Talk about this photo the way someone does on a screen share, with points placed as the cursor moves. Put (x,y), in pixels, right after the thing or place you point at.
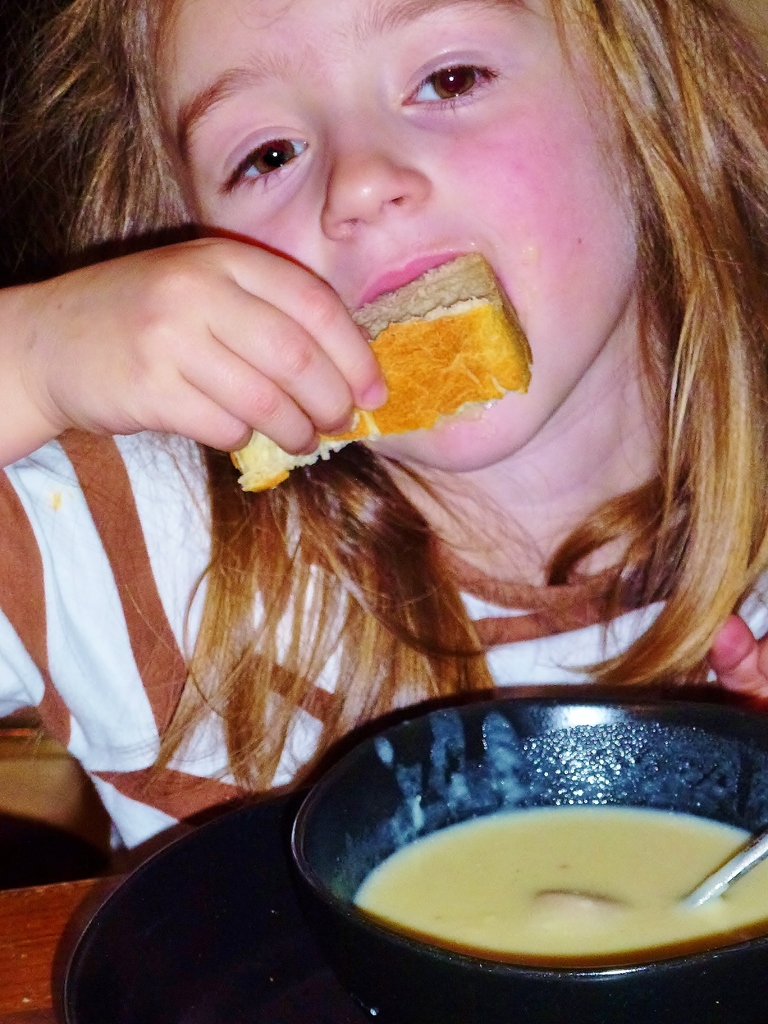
In the picture I can see a person (216,595) wearing white and brown color lines T-shirt (163,635) is eating some food item (405,409). Here I can see some food item (410,910) is kept in the bowl (663,918), a spoon (764,856) and a plate (149,994) are placed on the wooden surface (15,942).
